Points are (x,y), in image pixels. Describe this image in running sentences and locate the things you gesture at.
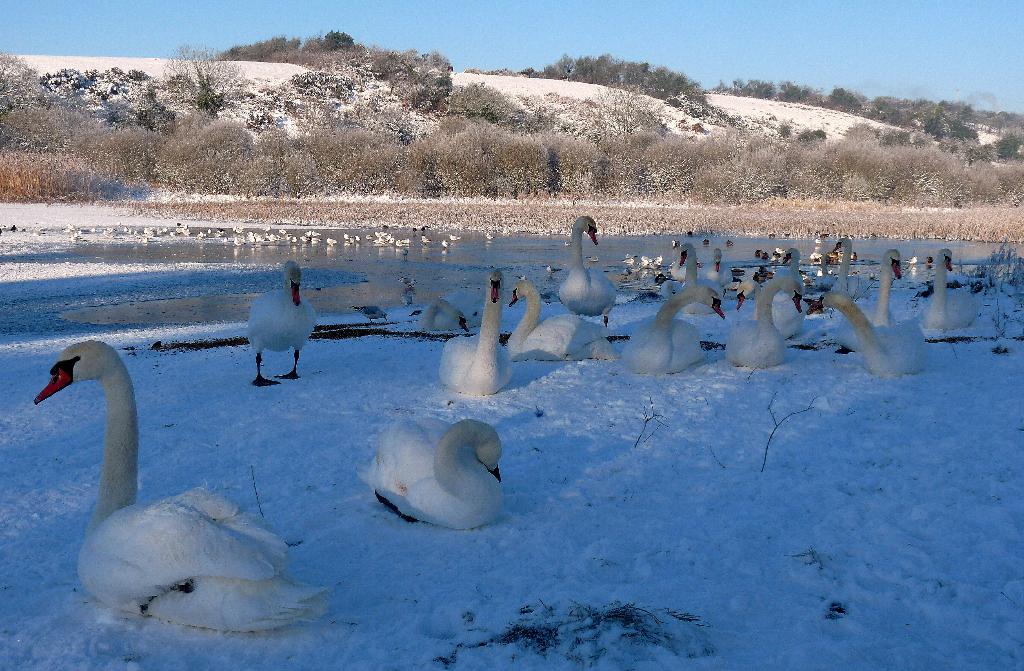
In this image I can see there are swans (605,300) in the snow (335,322). And there is a water (457,290), trees (809,175) and grass (869,215). And at the top (689,66) there is a sky (778,78).
